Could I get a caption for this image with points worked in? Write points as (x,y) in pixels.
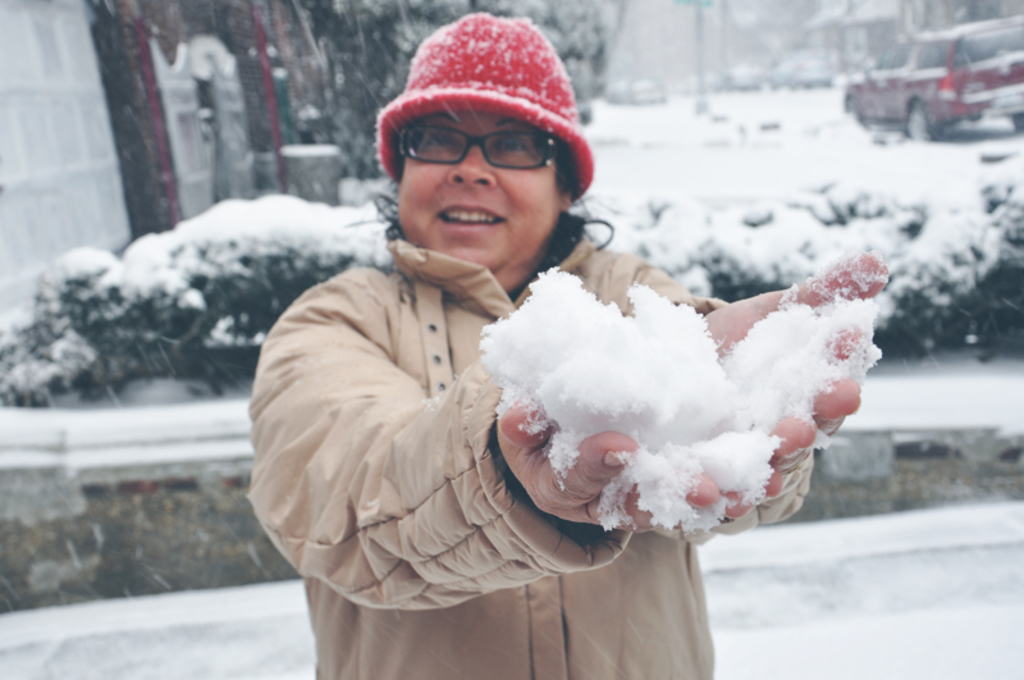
In this image we can see a person (404,626) standing and holding snow (641,365) in the hands (746,317). In the background (196,225) we can see motor vehicles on the road (850,136), buildings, bushes (680,228) and ground (672,174) covered with snow (289,233).
